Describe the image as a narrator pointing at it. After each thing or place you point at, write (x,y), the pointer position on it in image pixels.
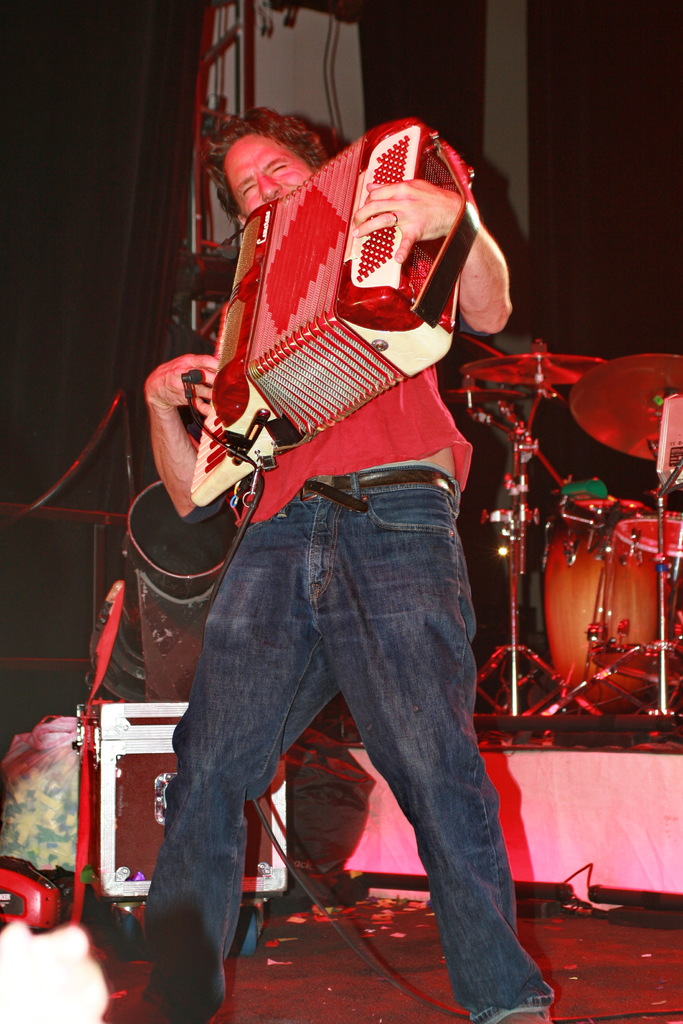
In this image we can see a person (323,506) wearing red color T-shirt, blue color pant (253,601) standing on stage (129,944) playing accordion (211,475) and in the background of the image (134,886) there are some musical instruments (569,565) and sound boxes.
